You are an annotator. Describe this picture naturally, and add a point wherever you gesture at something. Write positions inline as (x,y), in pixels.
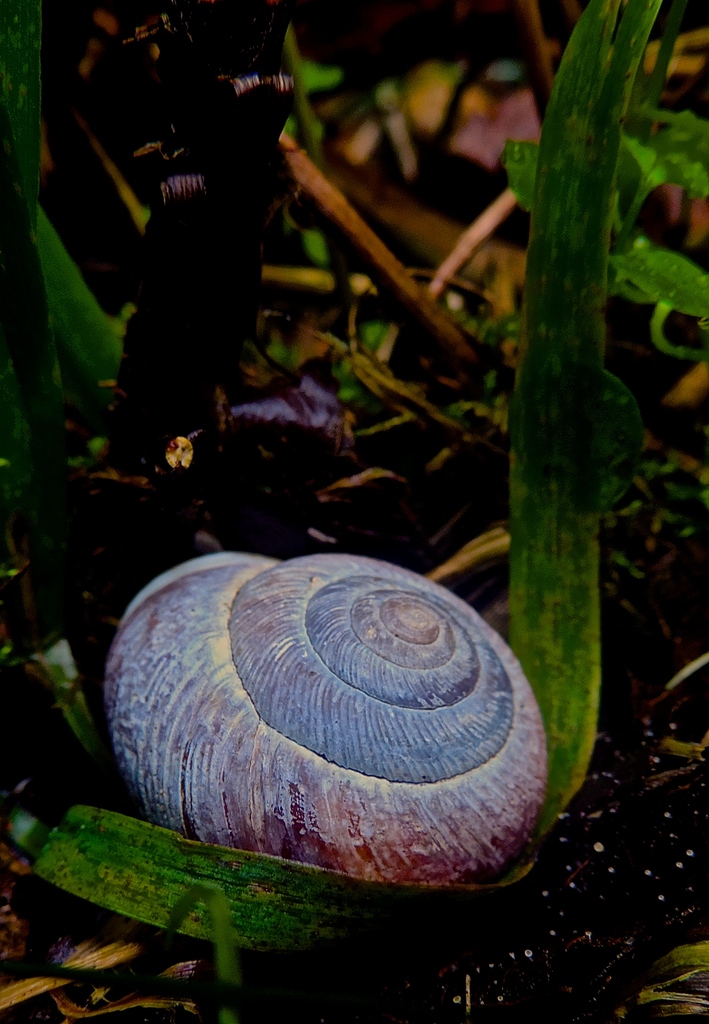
In this image I can see the shell (232,716). To the side of the shell (204,631) I can see the sticks (352,358) and plants (585,653).
